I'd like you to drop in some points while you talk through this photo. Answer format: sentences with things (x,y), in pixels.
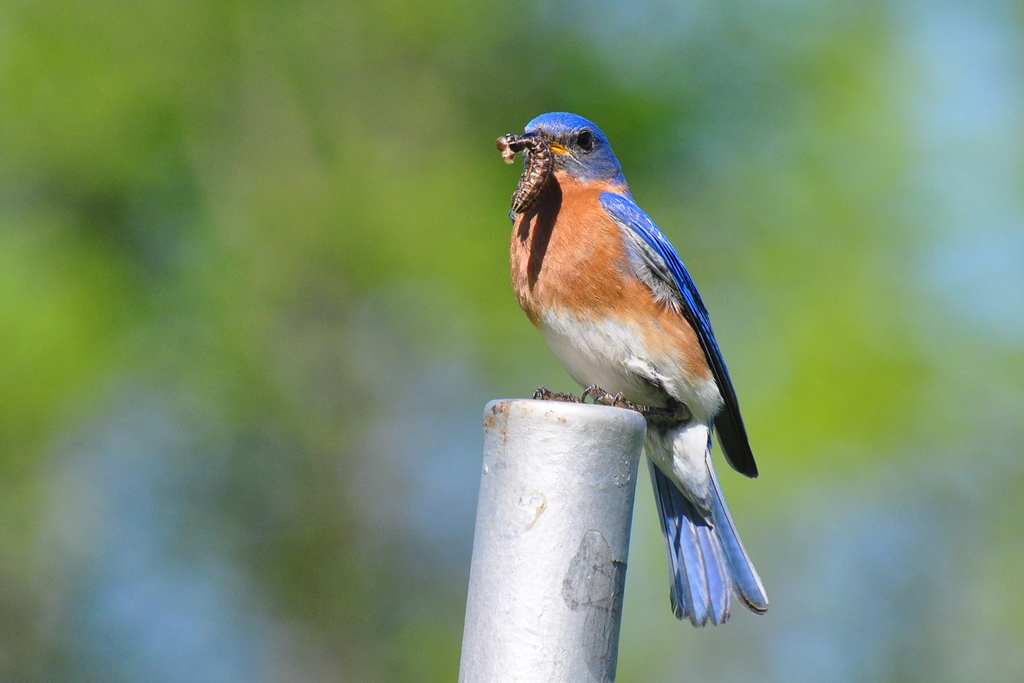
In this picture I can see a white color pole (486,495), on which I can see a bird (594,215) and I can see a thing (536,179) in the bird's mouth (555,150) and I can see that it is blurred in the background (945,511).
